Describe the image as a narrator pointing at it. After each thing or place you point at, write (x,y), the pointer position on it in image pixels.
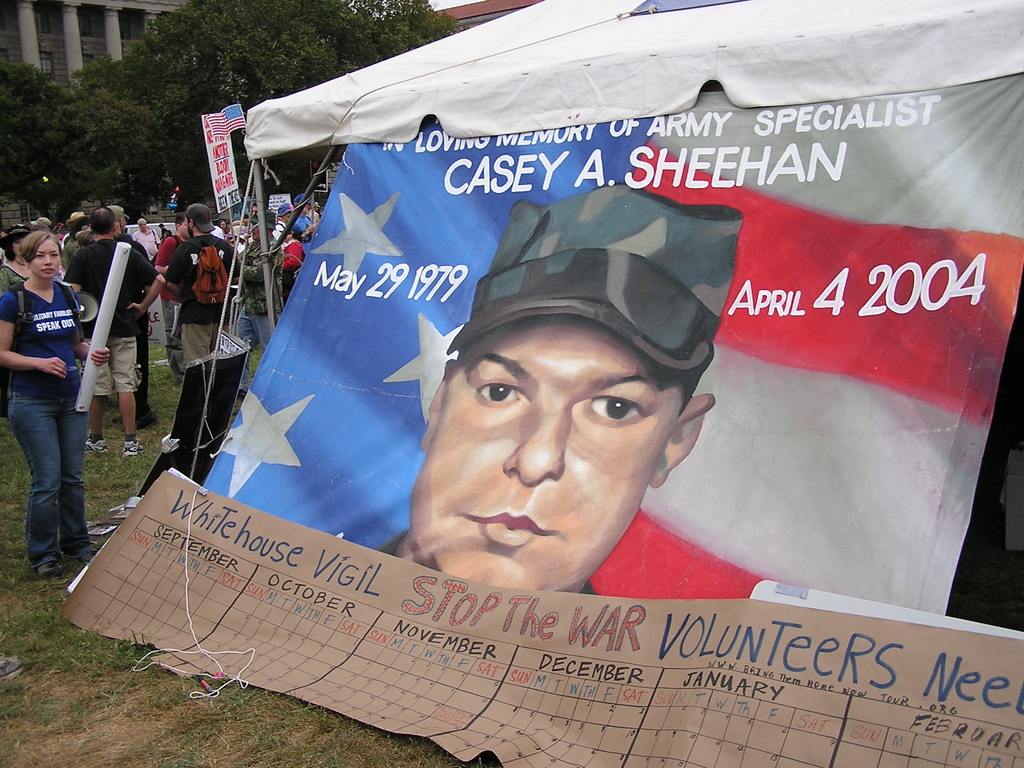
In this image I can see grass ground (55,671) and on it I can see number of people (20,363) are standing. I can also see a pole (259,192), a board (224,148), few trees (182,134), few buildings (4,20), a flag (230,118), a tent (348,110) and here I can see something is written. I can also see depiction of a human face (499,410) over here.
